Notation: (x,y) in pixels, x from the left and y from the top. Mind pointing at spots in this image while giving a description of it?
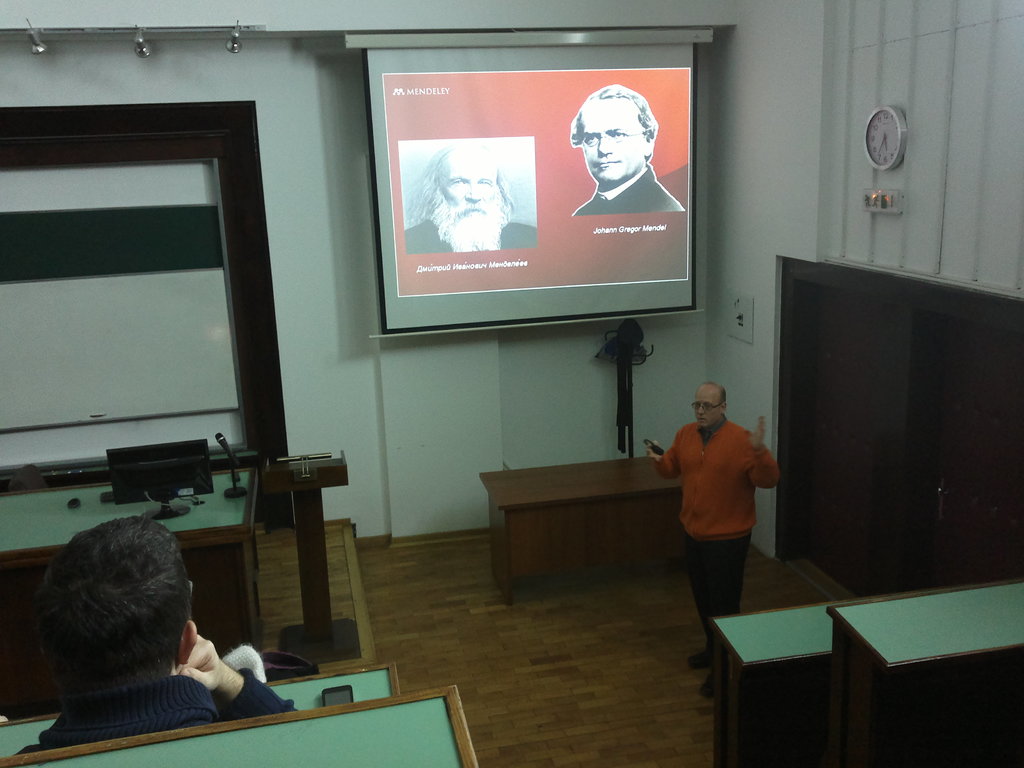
this picture is taken inside a classroom (655,502). The man (713,461) standing wore a orange shirt (708,448) is explaining. And there is a other person (211,652) sitting on the bench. There is a table (216,601) to the left (315,609) and a podium (297,501) beside it. On the table (243,505) there is a monitor (199,464) and a microphone (233,466). There is projector board (386,223) hung on the wall (361,254) and images (437,243) with names (635,229) are displayed on it. On the right (879,370) there is door (858,370) and above it there is a clock (895,151). There is another table (603,483) behind the man (706,434) standing.
